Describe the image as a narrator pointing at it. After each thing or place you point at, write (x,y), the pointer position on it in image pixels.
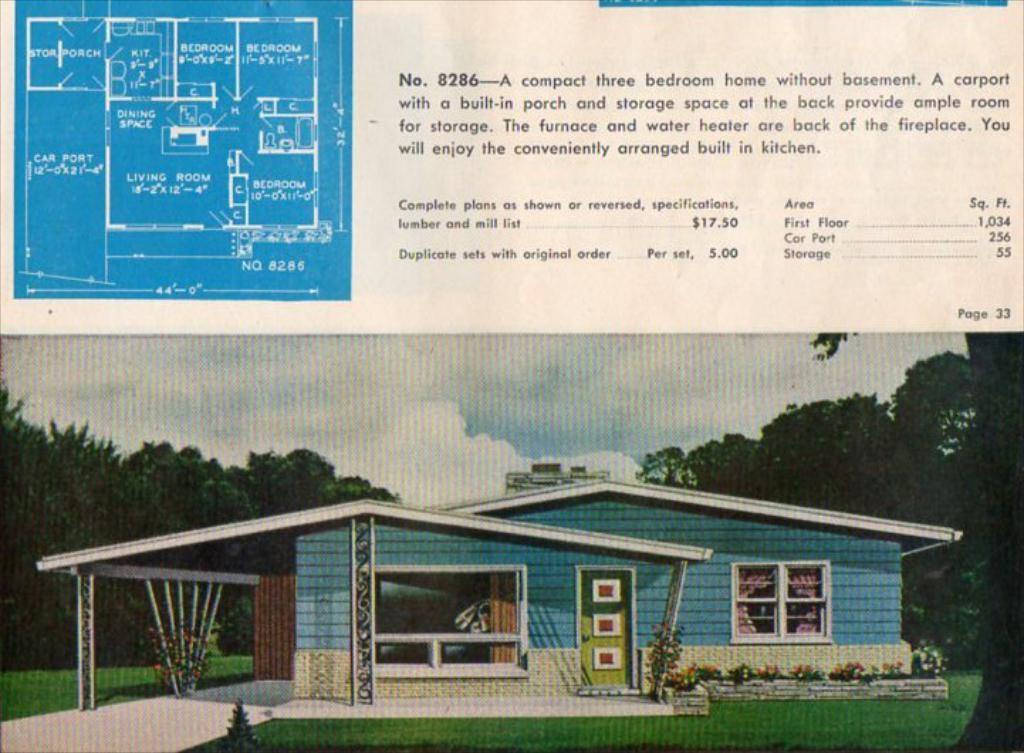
At the top of the image (199,208) there is a layout (210,198) of the house (223,197). And something is written. At the bottom (424,578) there is a house (421,587) with windows (394,620) and door (585,627). In the background (238,479) there are trees (707,464) and sky (648,423) with clouds (461,429). In front of the house (788,661) there are plants (770,679) and grass lawn (787,717).
